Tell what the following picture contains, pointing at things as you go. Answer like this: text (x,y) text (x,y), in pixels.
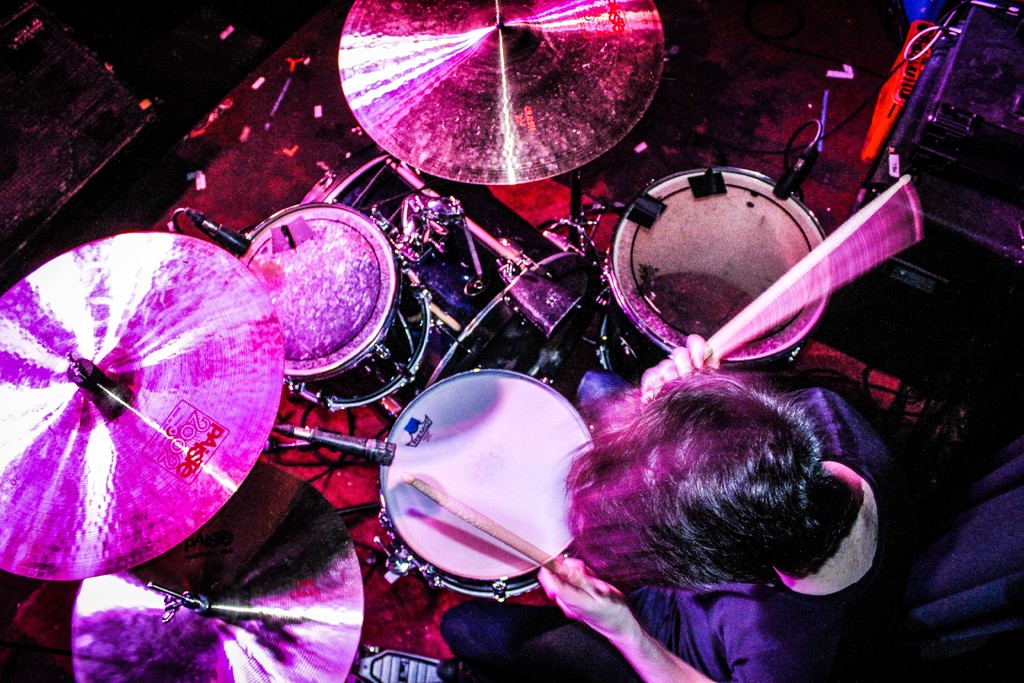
In this image I can see the person (683,637) sitting and playing the musical instrument (409,351). To the side of the person (687,577) I can see few more objects (889,112). And there is a black background (120,22).
